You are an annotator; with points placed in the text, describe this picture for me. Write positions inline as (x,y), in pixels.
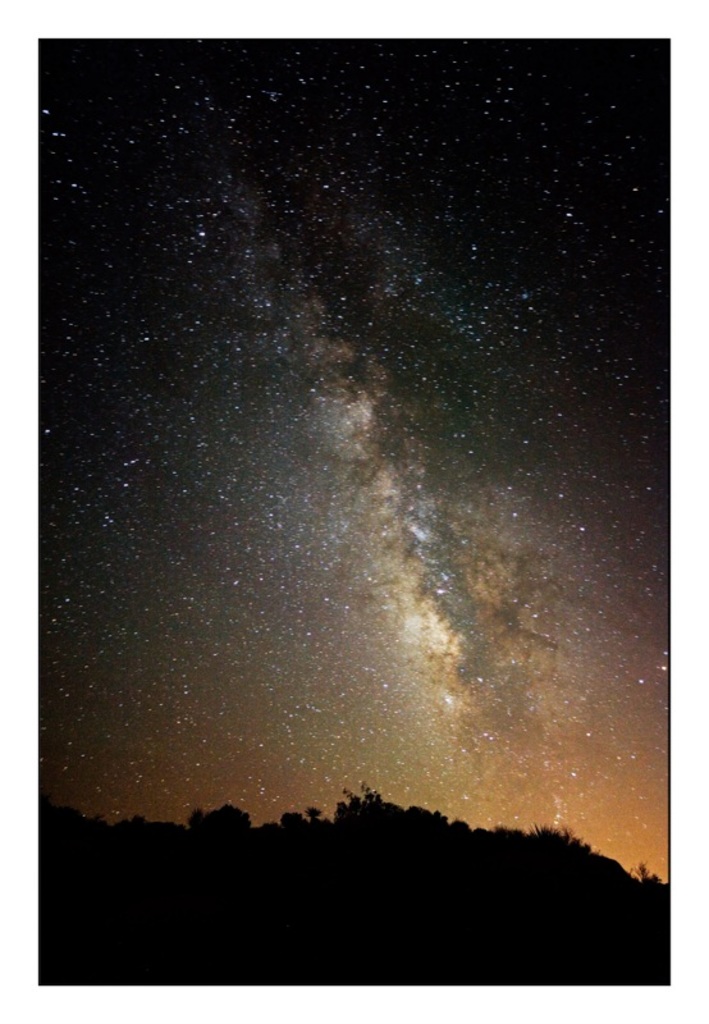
In this image, this looks like a sky (222,327) with the stars (340,348). I think these are the trees (482,836).
